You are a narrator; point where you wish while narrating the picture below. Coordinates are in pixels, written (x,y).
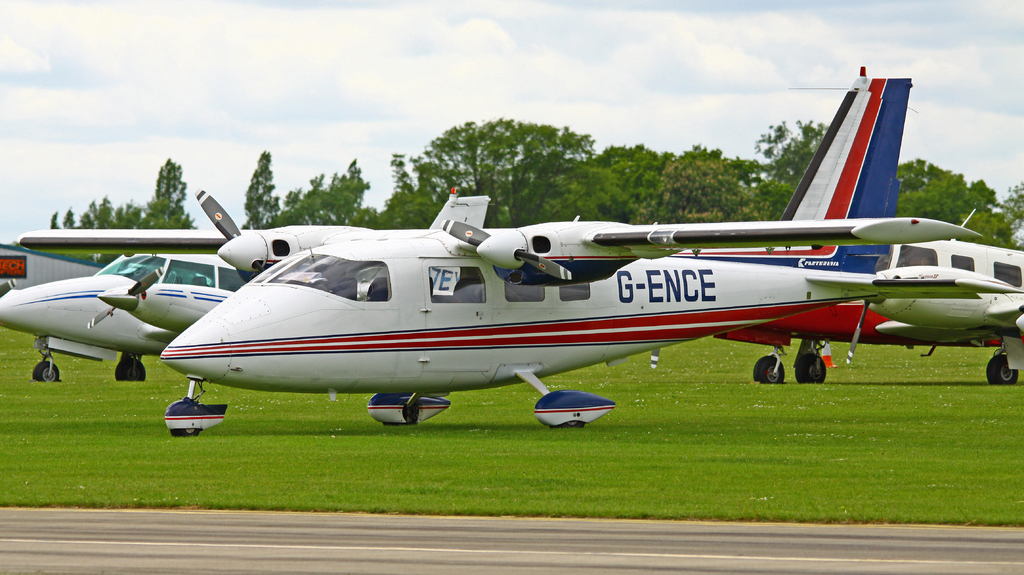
In the center of the image (595,226) there are aeroplanes (591,251). At the bottom of the image (586,463) there is grass (500,490). There is road (607,529). In the background of the image (614,199) there are trees (554,134).
